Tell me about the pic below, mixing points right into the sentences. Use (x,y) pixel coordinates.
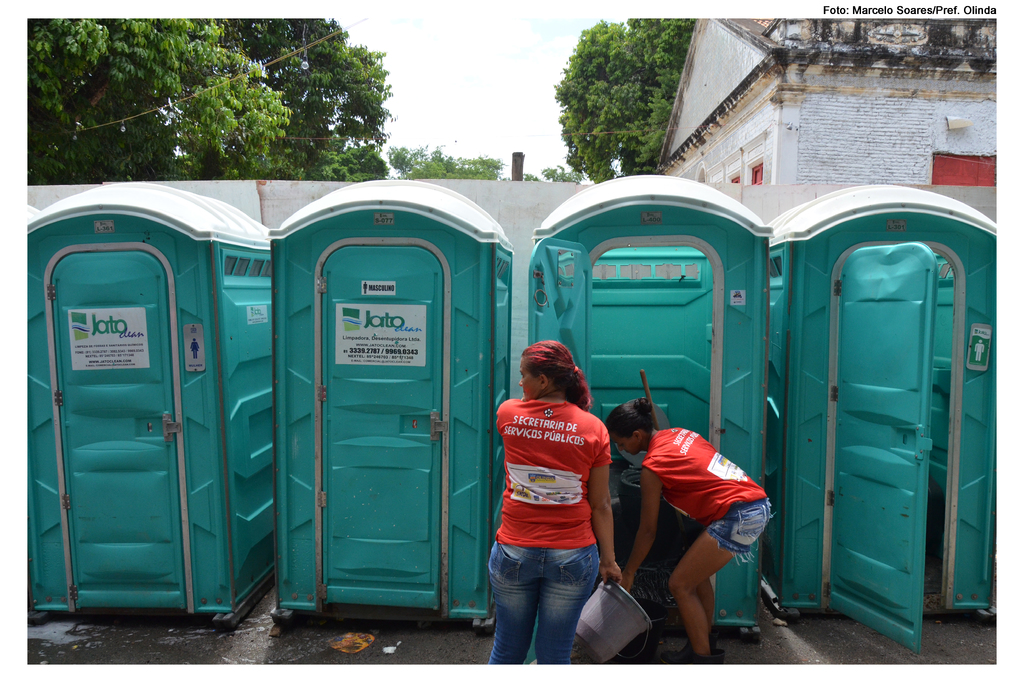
In this picture there are two persons (704,634) standing and holding the buckets (619,622). At the back (879,320) there are doors (129,285). At the back (679,173) there is a building (796,95) and there are trees (566,111). At the top (489,77) there is sky (496,91). At the bottom (370,644) there is a road (190,634).
